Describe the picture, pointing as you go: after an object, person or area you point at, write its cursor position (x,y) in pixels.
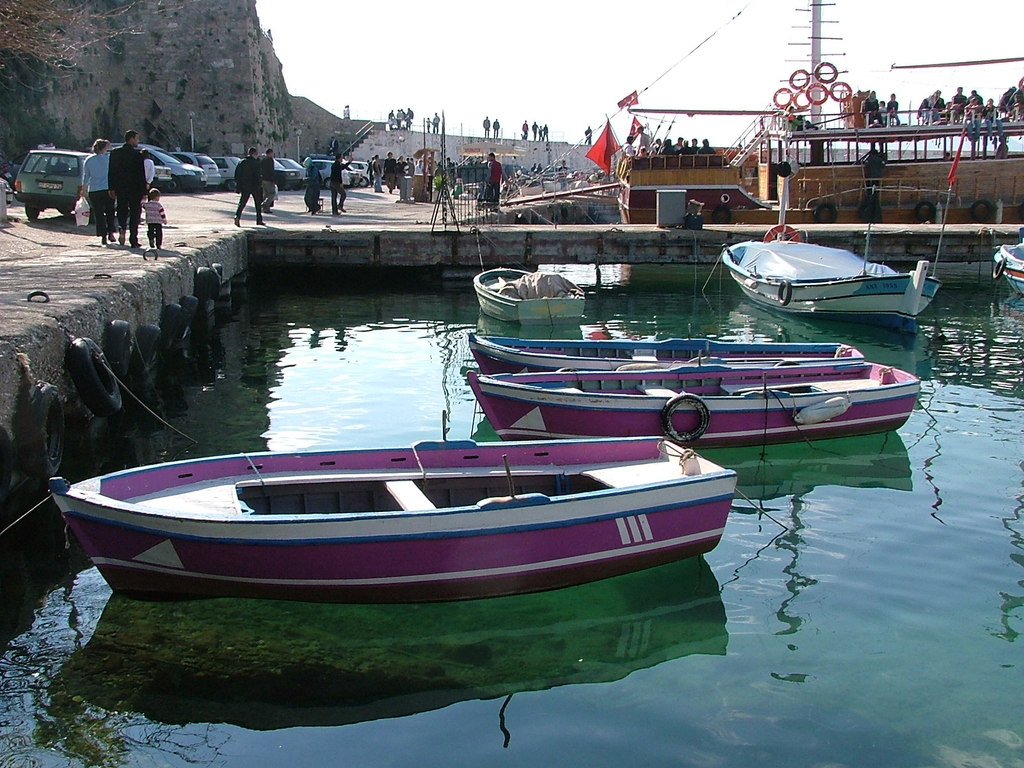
In the picture I can see a boats (654,511) on the water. In the background (271,204) I can see vehicles (294,166), people (341,172) standing on the ground (222,203), boatyard (404,209), the sky (419,83) and some other objects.
